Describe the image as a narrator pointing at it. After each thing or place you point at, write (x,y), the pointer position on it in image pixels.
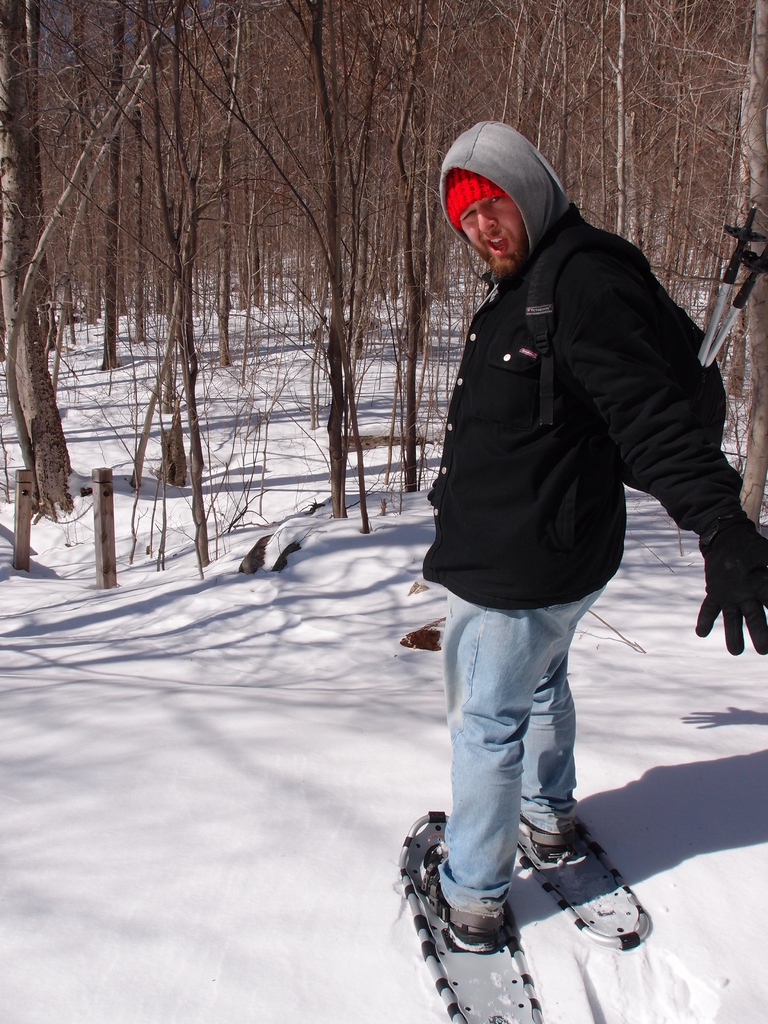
This is the man (499,785) standing with the ski boards (537,861). Here is the snow (206,699). These are the trees (291,159) with branches (366,166). He wore a jerkin (522,416), cap (487,184), trouser (541,712) and shoes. I think these are the ski poles (727,284), which are kept in the bag (690,351).
